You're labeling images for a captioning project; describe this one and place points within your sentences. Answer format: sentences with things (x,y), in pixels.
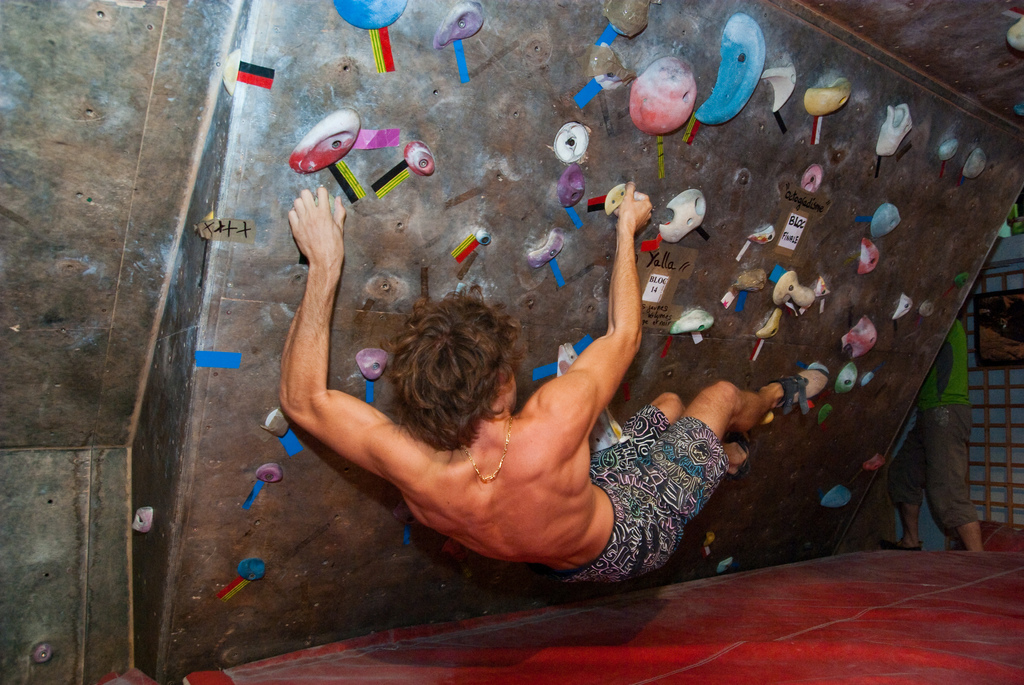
In the front of the image (518,249) I can see a person (552,404), indoor rock climbing (688,380) and red carpet (787,596). A person (650,410) is on the indoor rock climbing (775,459). On the right side of the image (1003,425) I can see a person (956,461), mesh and picture (1023,344).
